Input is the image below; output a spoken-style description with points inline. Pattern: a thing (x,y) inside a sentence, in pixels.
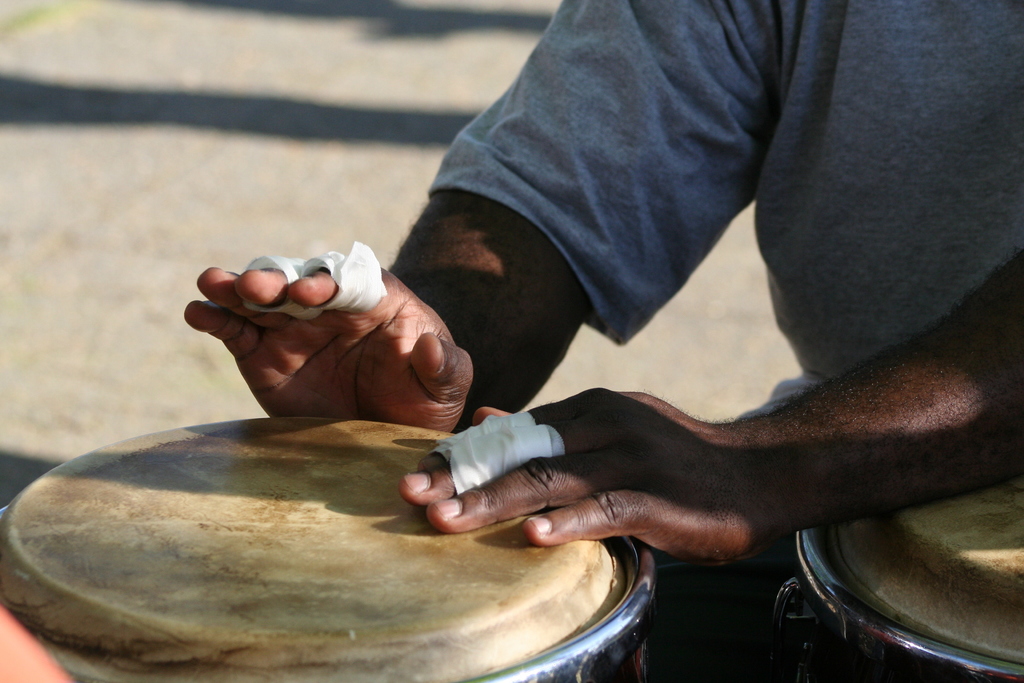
A man (433,520) is beating the drums (491,533) he wore t-shirt (797,150).
